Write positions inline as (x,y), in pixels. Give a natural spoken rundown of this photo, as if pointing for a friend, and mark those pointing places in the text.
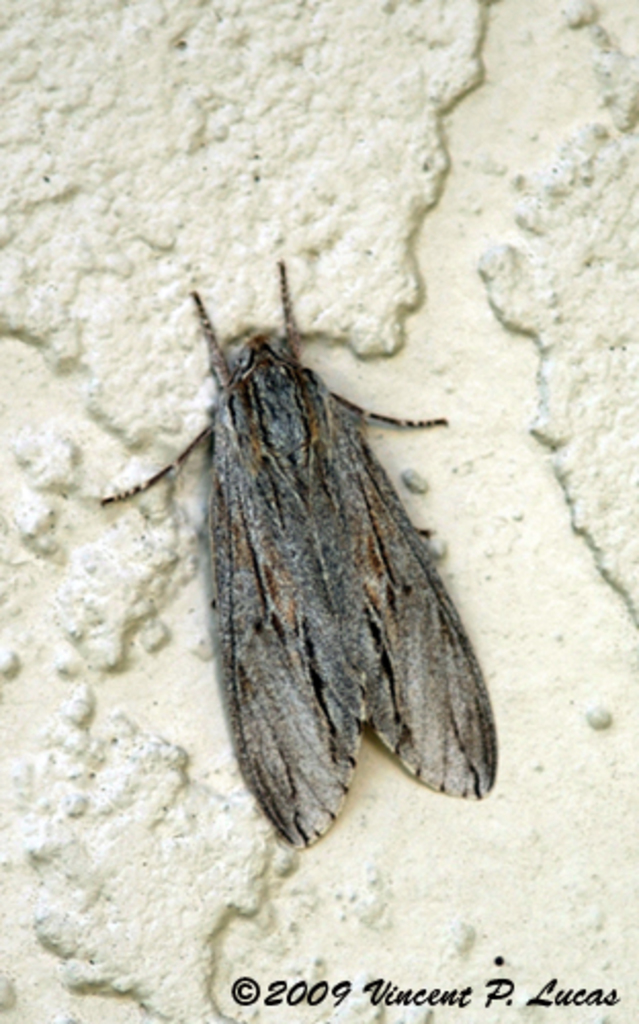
In this image I can see a insect (344,533) which is in brown and black color. It is on the white color wall (218,169).
